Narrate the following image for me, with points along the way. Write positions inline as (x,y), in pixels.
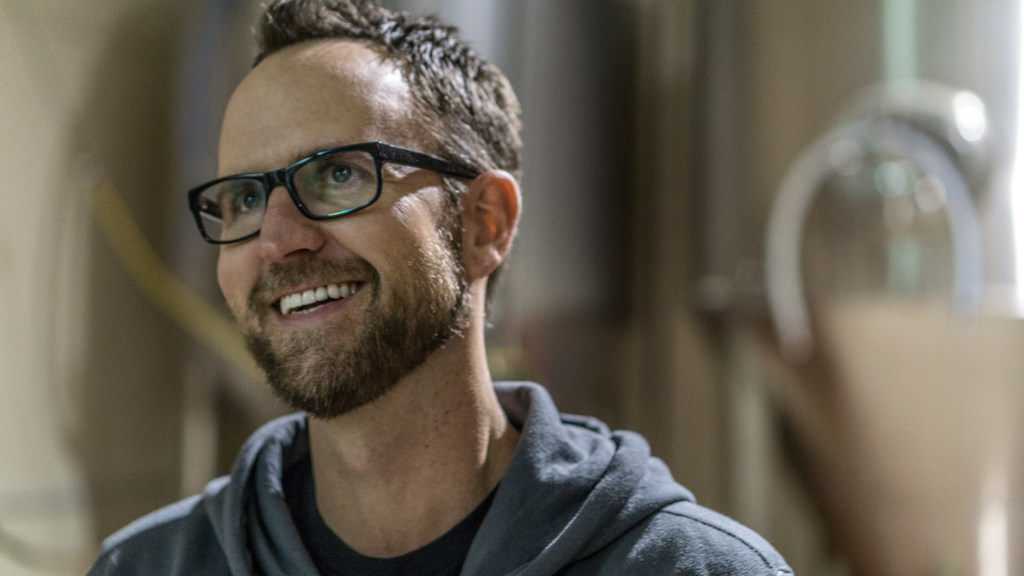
In this picture we can see a person (349,410), he is smiling and wearing a spectacles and in the background (252,416) we can see some objects (681,410) and it is blurry.
